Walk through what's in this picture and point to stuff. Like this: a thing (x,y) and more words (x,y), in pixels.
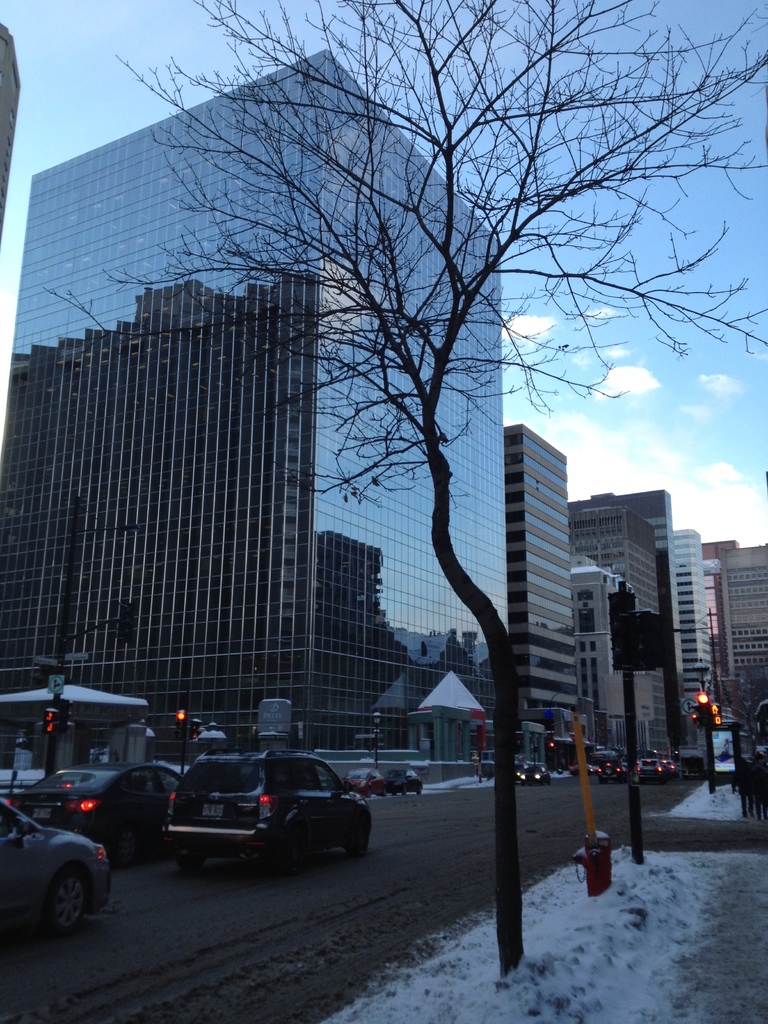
In this image I see the buildings (257,417), poles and I see the road (410,821) on which there are vehicles (199,780) and I see a tree (320,396) over here and I see the white snow (619,878) and I see the traffic signals (702,693). In the background (551,346) I see the clear sky (577,165).
